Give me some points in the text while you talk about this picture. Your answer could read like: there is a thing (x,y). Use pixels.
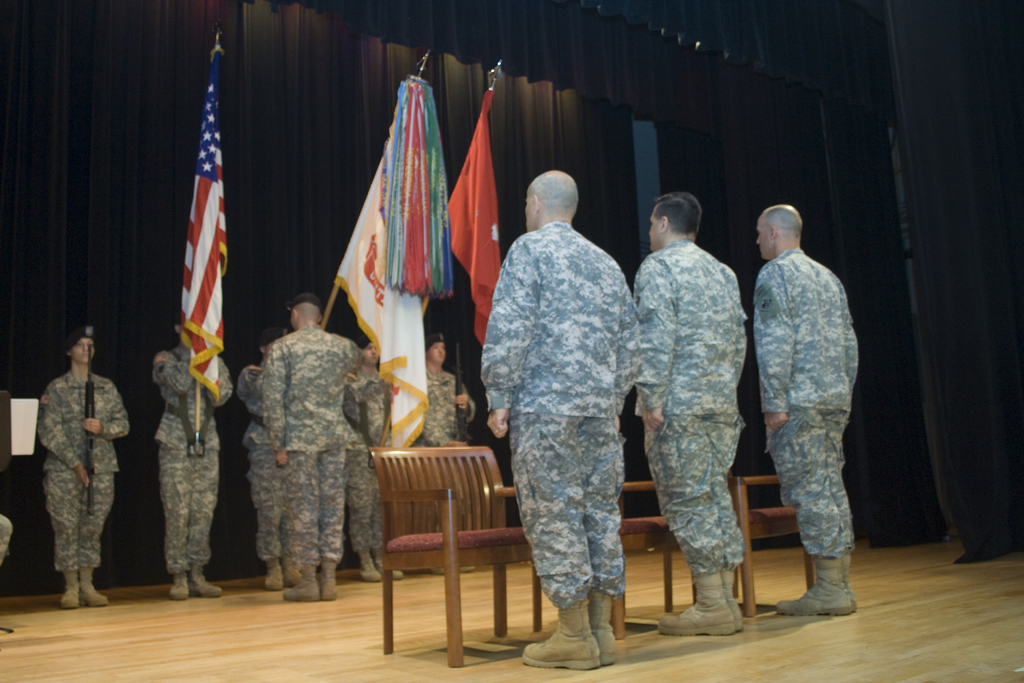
In this picture we can see groups of people (291,504) and chairs (536,577) on the wooden floor (172,675). There are some people (207,438) holding sticks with flags (207,150). Behind the people (313,445), those are looking like curtains (264,143). On the left side of the image (7,427), there is an object (13,438).
